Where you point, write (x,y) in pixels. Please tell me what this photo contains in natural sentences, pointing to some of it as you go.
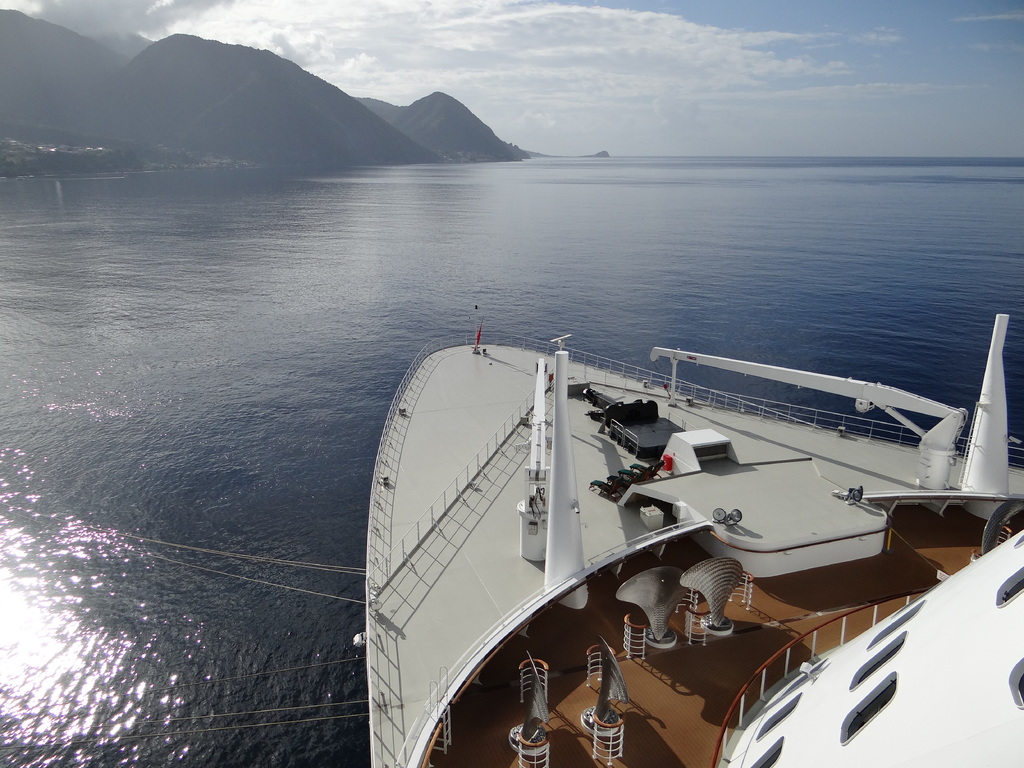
This image is clicked in an ocean (111,380). To the right (812,653), there is a big ship (464,544) in white color. At the bottom (93,556), there is water (299,227). In the background (284,77), there are mountains (11,138) along with plants (73,162). At the top (664,42), there is sky (735,60) along with clouds (692,70).
